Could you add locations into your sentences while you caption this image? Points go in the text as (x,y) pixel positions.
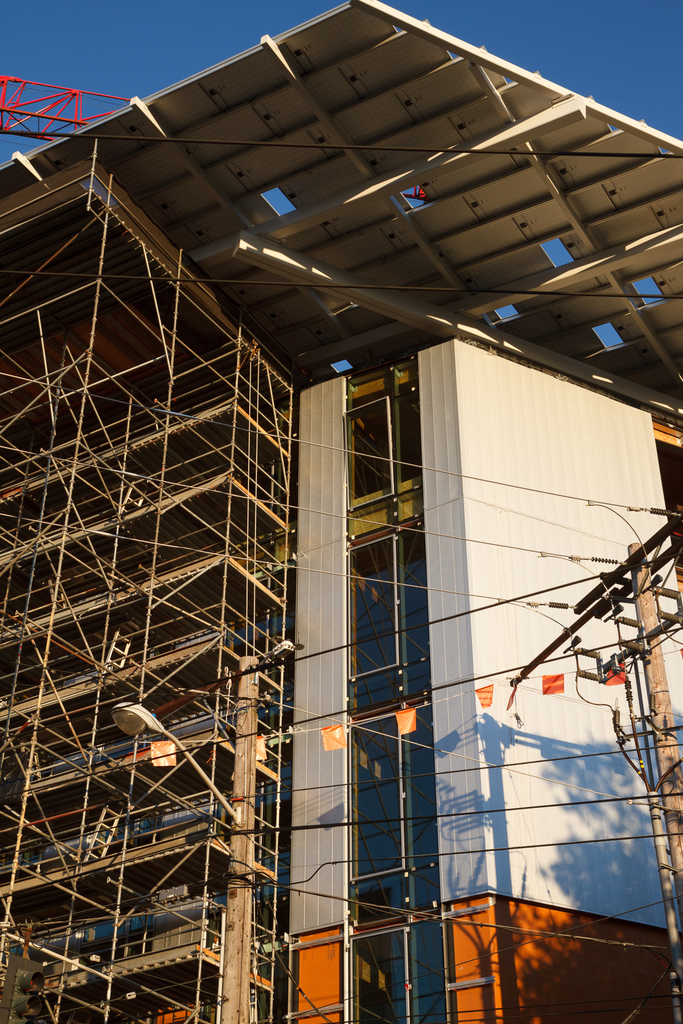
In this image I see a building (377,534) and I see many rods (100,437) over here and I see a pole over here and I see many wires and I see a light pole (240,719) over here. In the background (214,58) I see the blue sky (214,58) and I see the red color thing (18,77) over here.
